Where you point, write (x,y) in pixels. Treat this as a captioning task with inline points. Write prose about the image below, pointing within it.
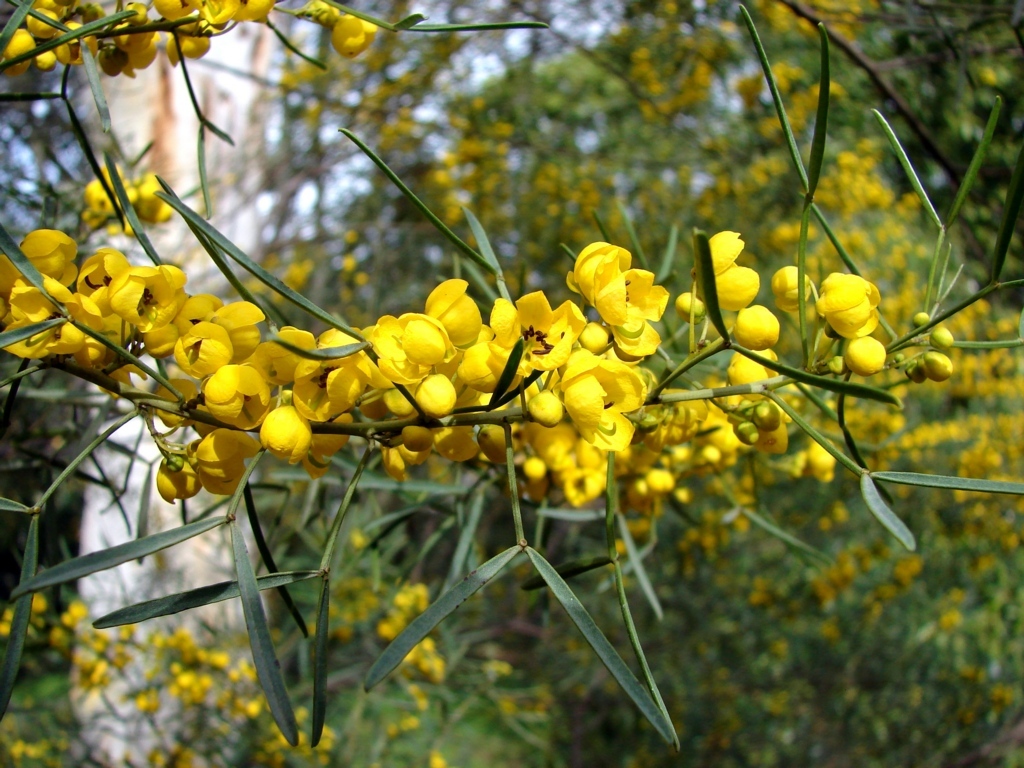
In this picture we can see many yellow flowers (386,321) on the tree branch (662,391). At the bottom (471,557) we can see the green leaves (884,501). In the background (78,598) we can see many trees (834,255). At the top (689,32) there is a sky (356,5).
